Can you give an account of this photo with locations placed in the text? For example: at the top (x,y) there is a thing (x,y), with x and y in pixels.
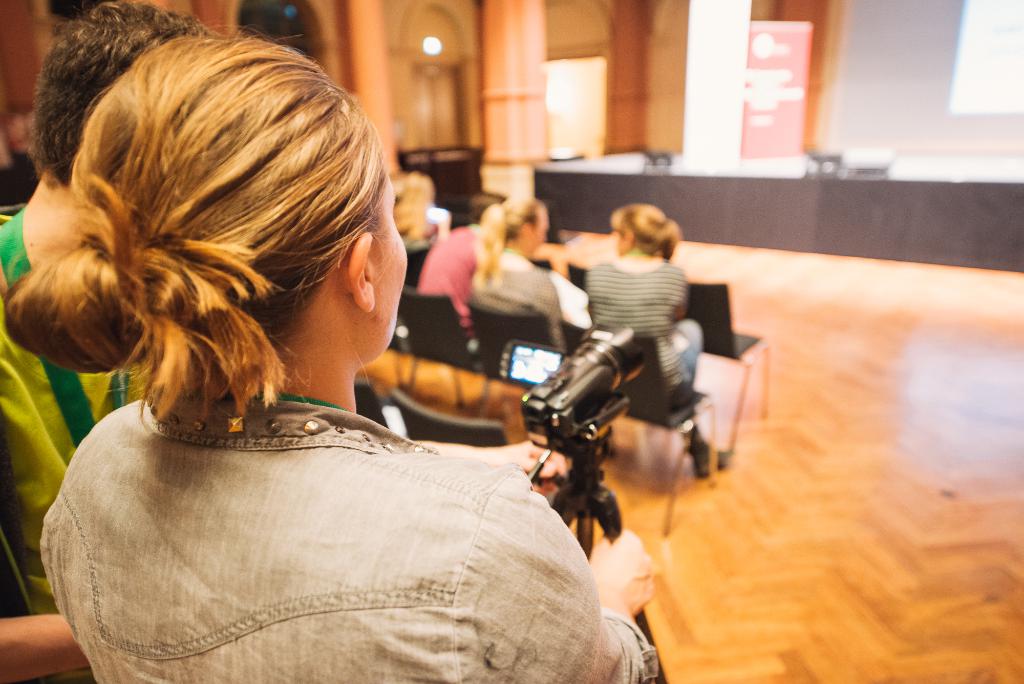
In this picture we can see a woman (289,510) is holding a tripod (603,476) in the front (606,548), there is a video camera (561,428) on the tripod (559,439), we can see three persons (657,330) are sitting on chairs (579,330) in the middle (510,303), it looks like a screen (908,74) in the background (953,42).
